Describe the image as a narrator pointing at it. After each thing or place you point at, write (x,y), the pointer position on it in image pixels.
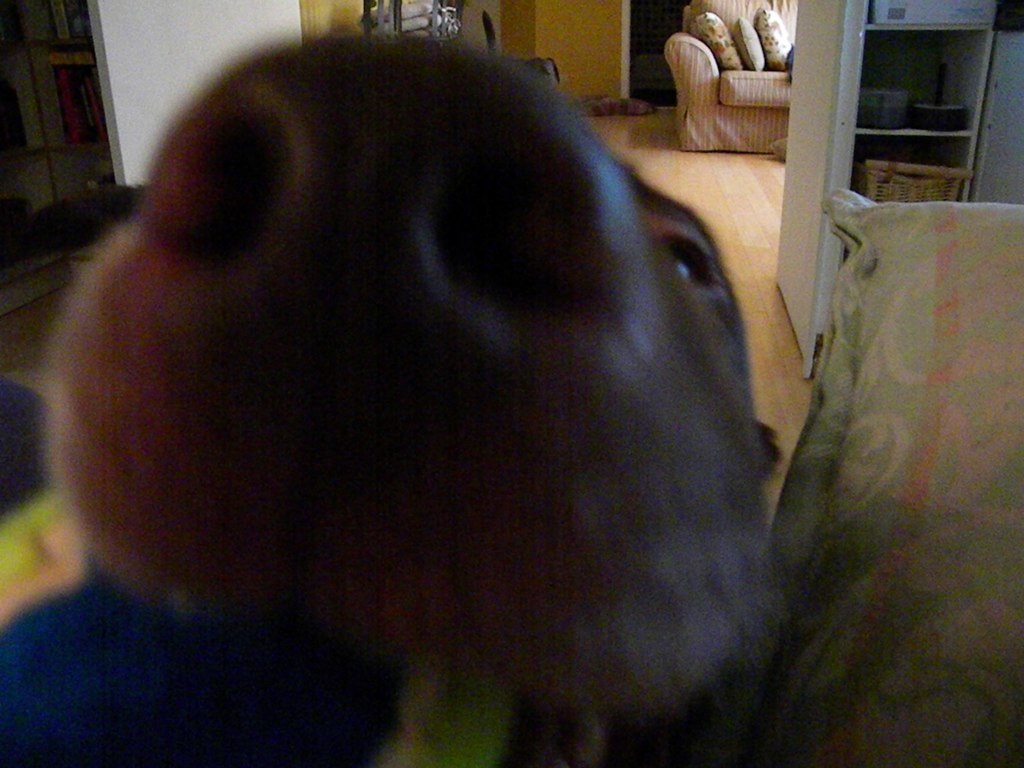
In front of the image there is some animal (466,268). On the right side of the image (796,468) there is a pillow (901,381). At the bottom of the image (90,708) there is a mat (200,632) on the floor (4,346). In the background of the image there is a sofa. On top of it there are pillows (706,36). There are some objects (966,21) on the rack (847,103). On the left side of the image (9,100) there are books (67,78) on the shelves (47,67).
